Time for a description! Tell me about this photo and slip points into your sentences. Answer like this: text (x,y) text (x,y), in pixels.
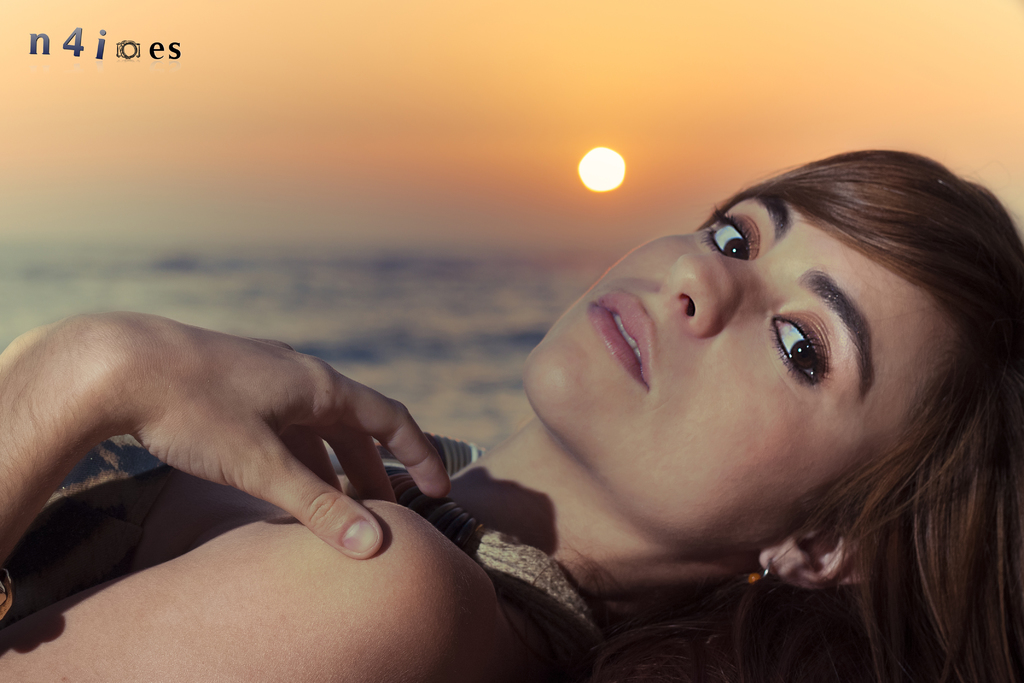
In the foreground of the image (592,306) there is a lady (175,440). In the background of the image (357,178) there is sky (384,178), water (357,291) and sun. At the top of the image (106,42) there is some text (171,46).
